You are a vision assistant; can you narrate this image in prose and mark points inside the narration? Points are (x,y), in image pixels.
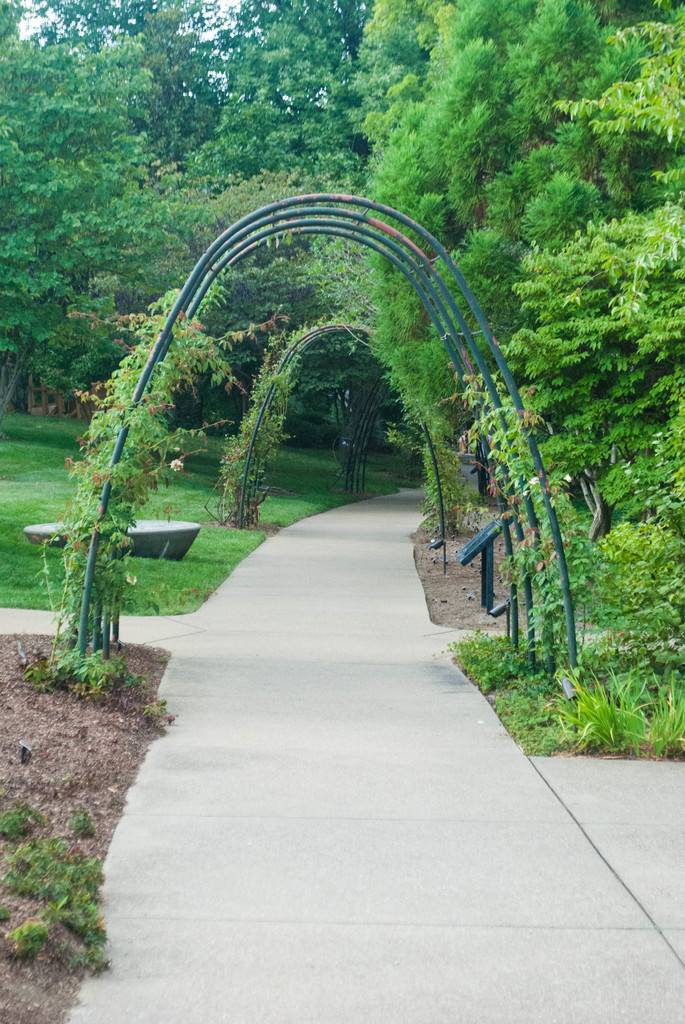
This picture shows few trees (457,304) and we see grass (8,433) on the ground (6,751) and path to walk.
